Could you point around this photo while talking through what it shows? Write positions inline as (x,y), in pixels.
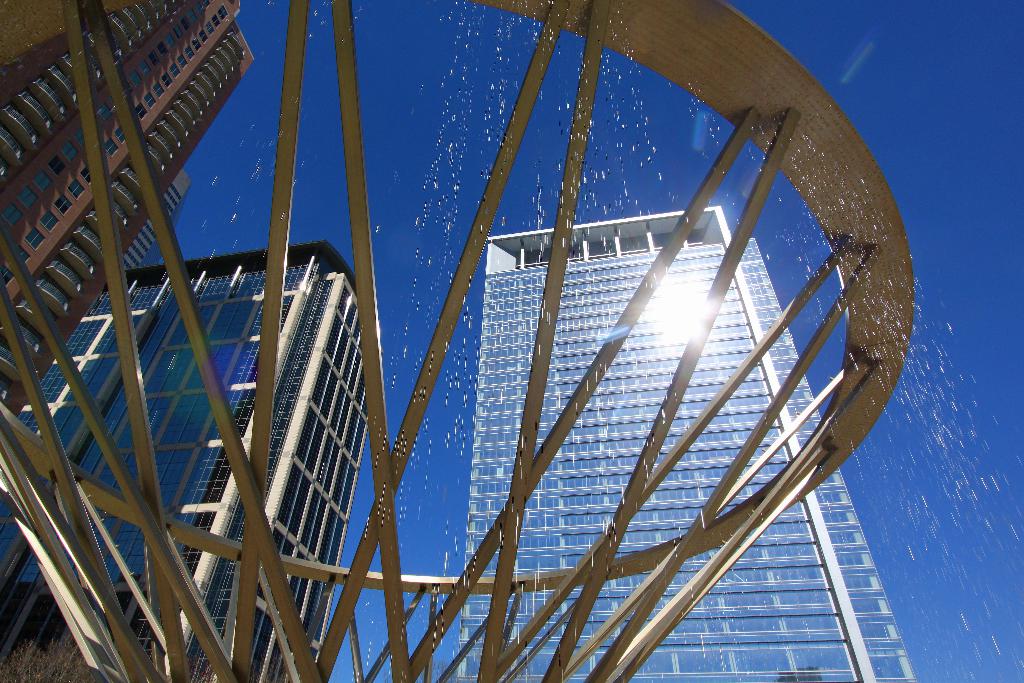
In this picture, we can see a fountain (417,398) which is made with some metal instruments (846,214). In the background (636,542), we can see some buildings (701,440). On the left corner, we can see a tree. In the background (988,144), we can also see a sky (942,123).
